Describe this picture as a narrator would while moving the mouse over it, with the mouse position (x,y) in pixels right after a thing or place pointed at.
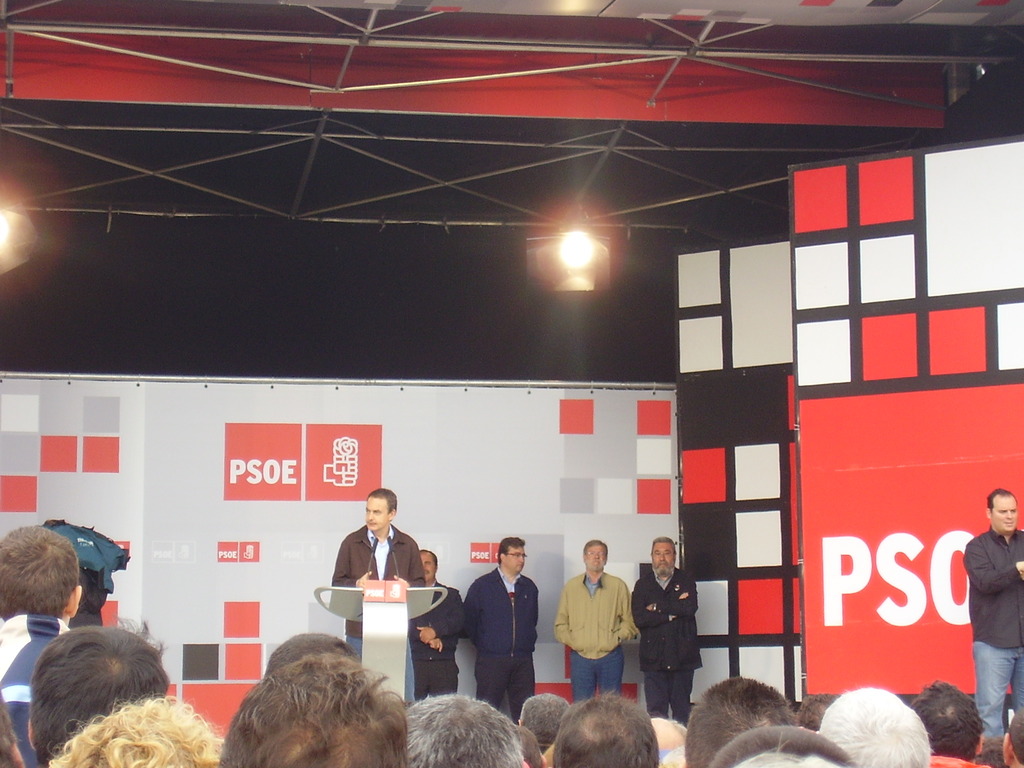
In the foreground of the picture (325,687) we can see the heads (661,728) of the people (426,734). In the middle of the picture (442,461) there are banners (549,617), people (377,569), podium (368,597), mic (373,557) and other objects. At the top (592,239) we can see iron frames (383,110), flood lights (18,235) and other object (710,88). In the center of the background (239,342) it is dark.
